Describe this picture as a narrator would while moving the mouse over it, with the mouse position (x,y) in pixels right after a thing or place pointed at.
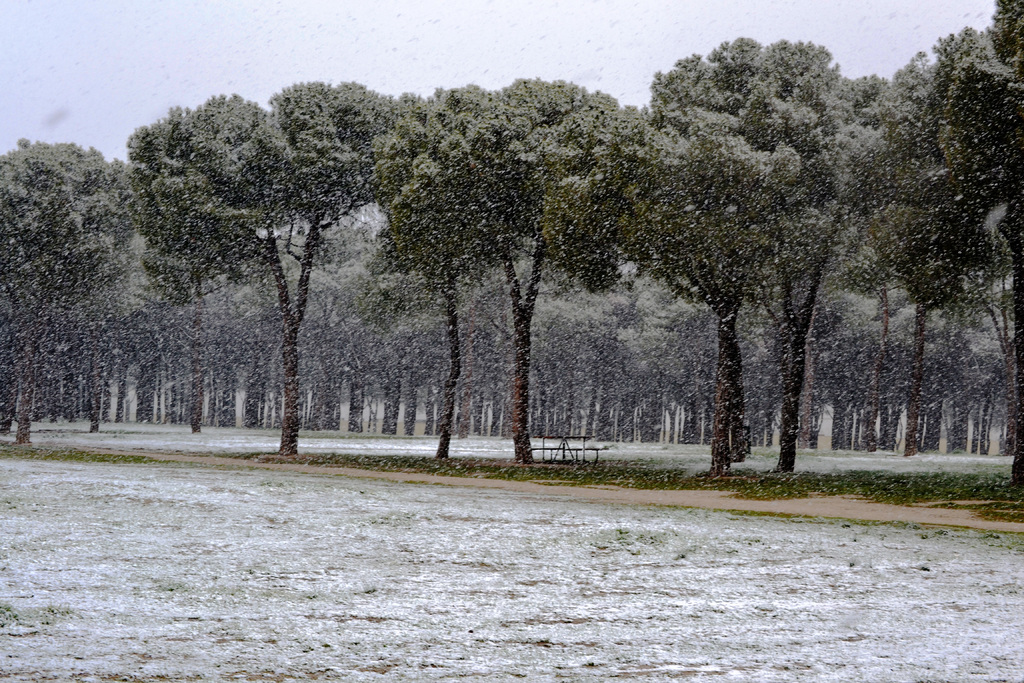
In this image at the bottom (517,576) there is snow (349,522), and in the background (264,371) there are some trees (671,412), grass (565,464) and some object (555,446) and at the top (331,58) there is sky (146,68).
